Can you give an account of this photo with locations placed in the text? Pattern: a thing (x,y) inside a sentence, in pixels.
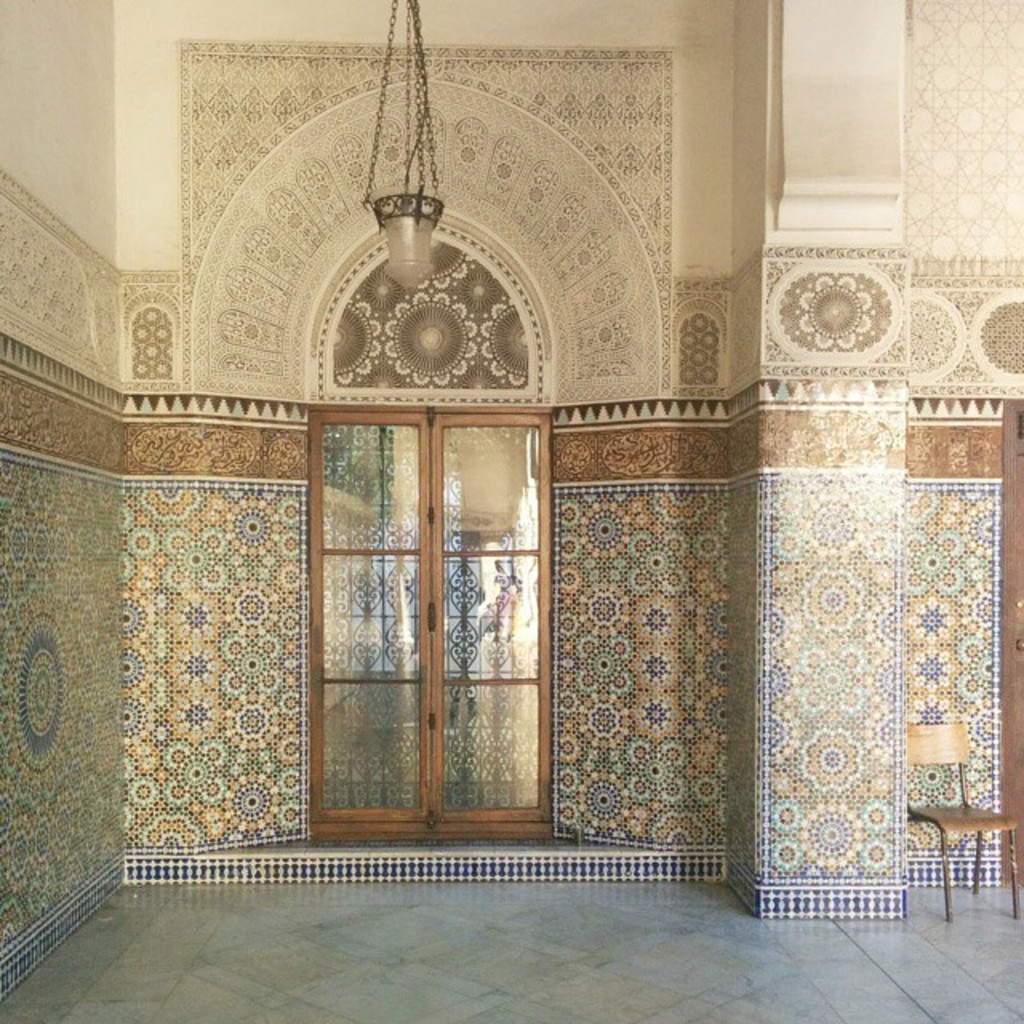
In this image it looks like inside of the building (577,541). And there is a chair (943,813) on the floor (938,892). And there is a light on chains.
